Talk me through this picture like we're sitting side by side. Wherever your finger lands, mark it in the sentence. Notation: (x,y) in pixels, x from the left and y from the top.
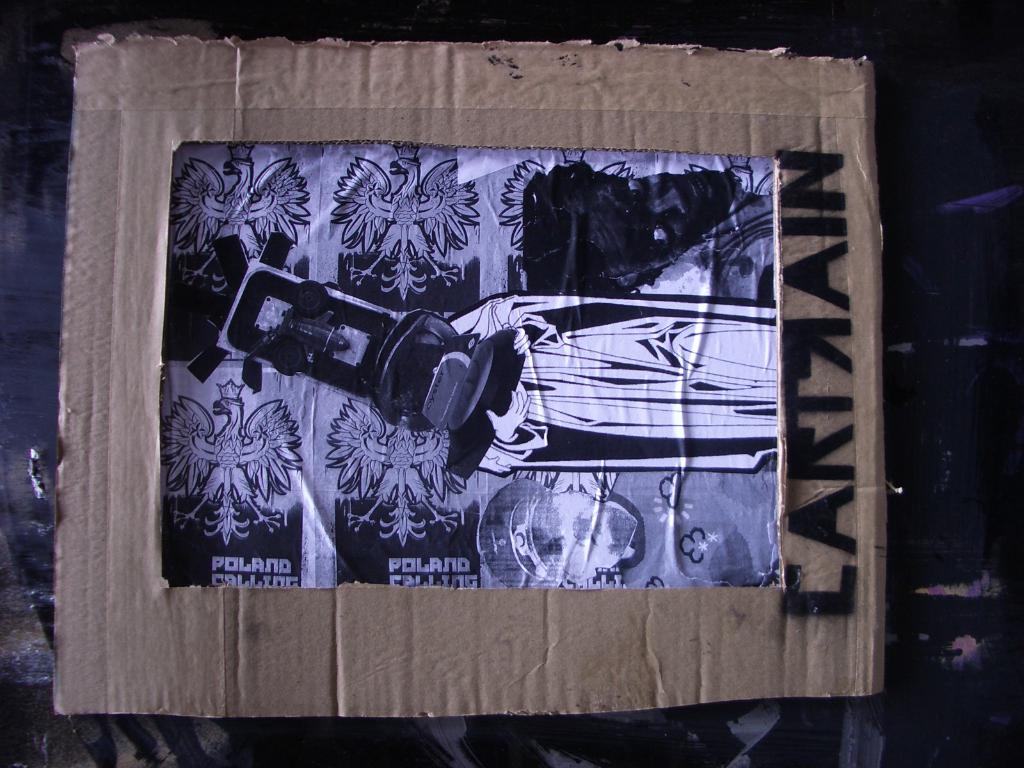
In this picture we can see a cardboard sheet (86,538), poster (401,393) and in the poster (607,267) we can see a person (650,373) holding an object (500,343) with his hands (505,429) and some objects (433,465).
